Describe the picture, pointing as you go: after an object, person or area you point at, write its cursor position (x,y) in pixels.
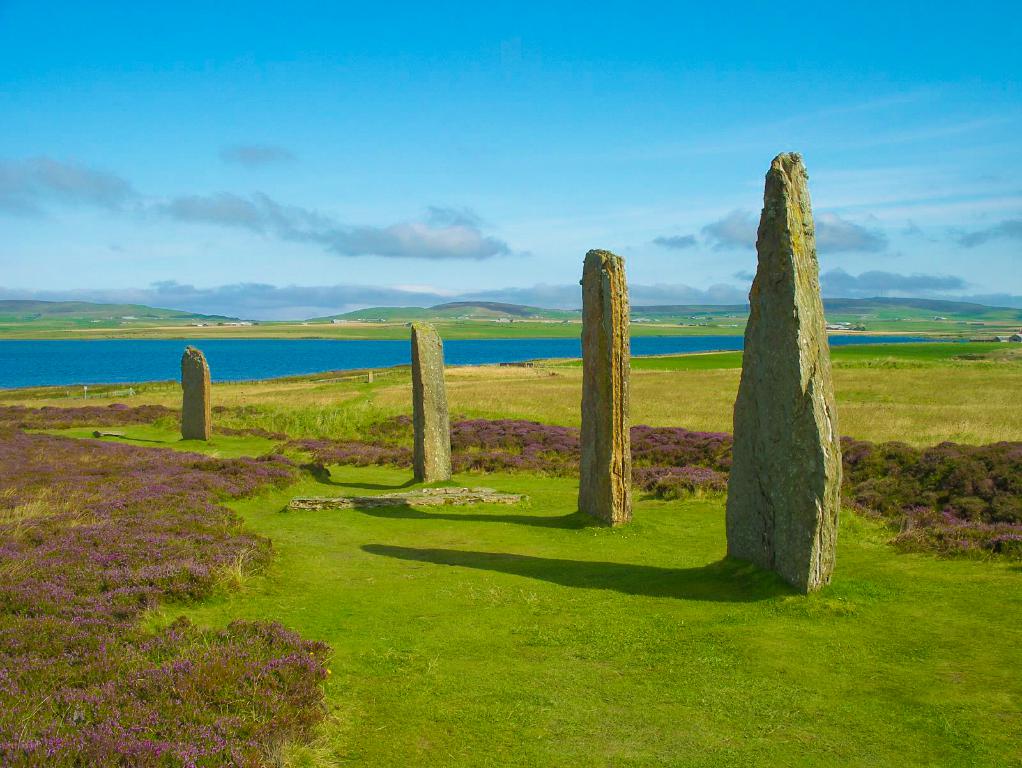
As we can see in the image there are rocks (780,389), grass (492,698) and water (157,378). On the top (437,104) there is sky (433,145) and clouds (389,240).
